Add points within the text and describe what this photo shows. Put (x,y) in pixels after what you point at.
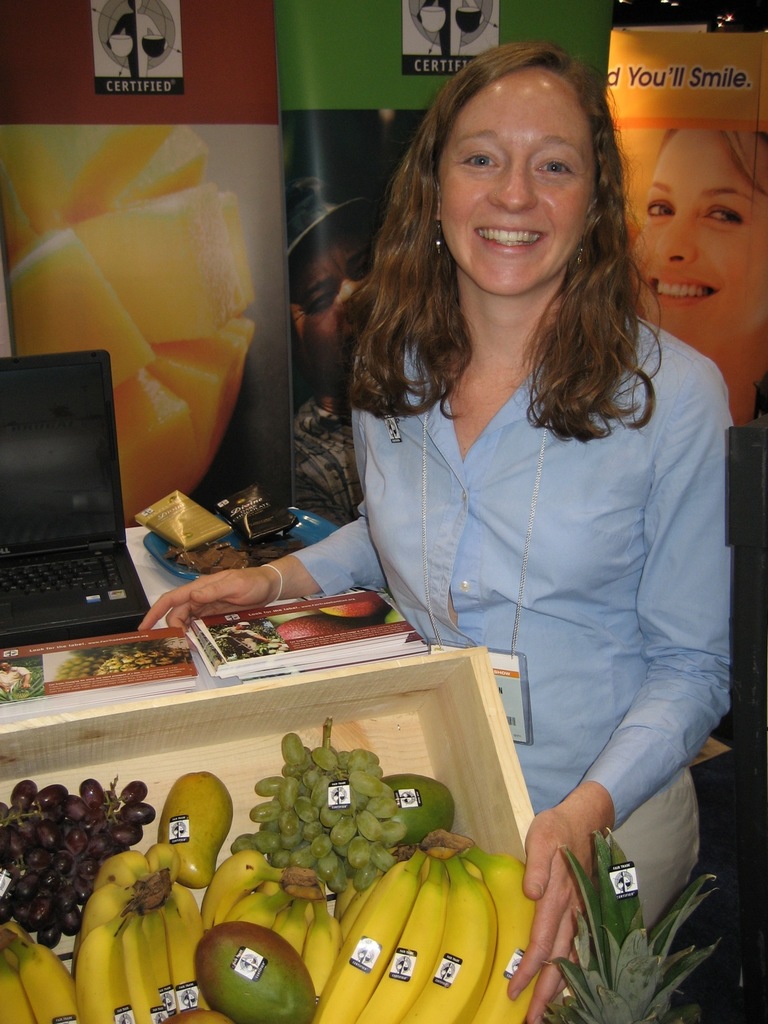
In this image there is a woman (431,378) standing. Left bottom there is a basket (270,771) having mangoes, bananas (187,955), grapes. Left side (48,592) there is a table (176,584) having laptop (95,532), books (110,660) and few objects (233,518). Background (203,194) there are banners (253,101).
